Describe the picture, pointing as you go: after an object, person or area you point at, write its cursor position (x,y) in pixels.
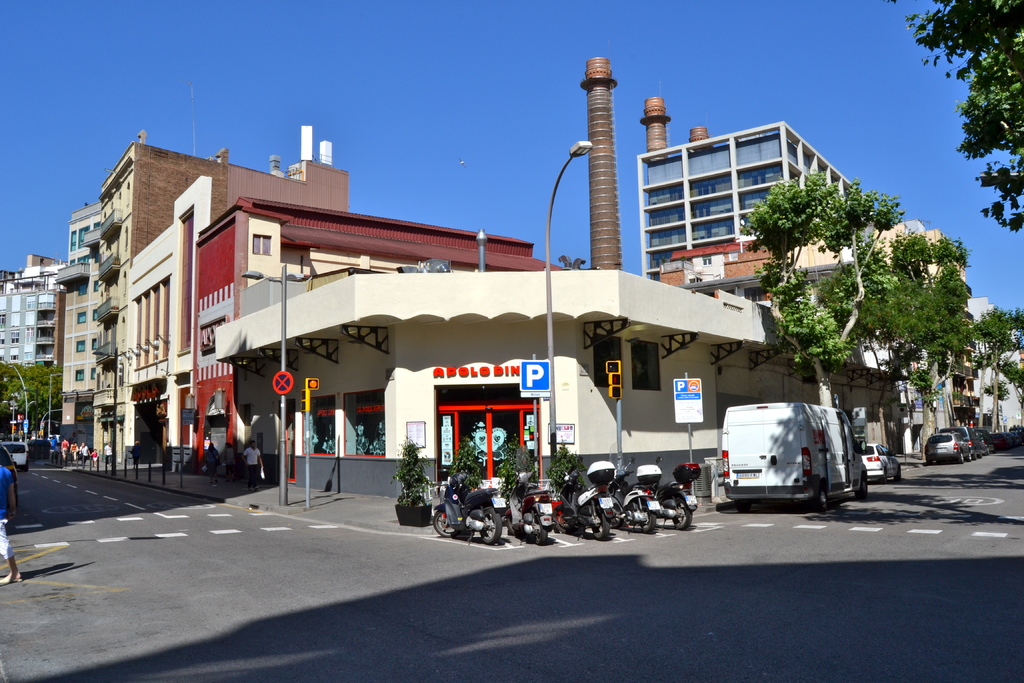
In this image in center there are vehicles (548,525). In the background (121,364) there are buildings (570,337) and trees (929,346). On the left side (1,509) there are persons (15,497) and on the road (30,491) there is a zebra crossing (138,535).
